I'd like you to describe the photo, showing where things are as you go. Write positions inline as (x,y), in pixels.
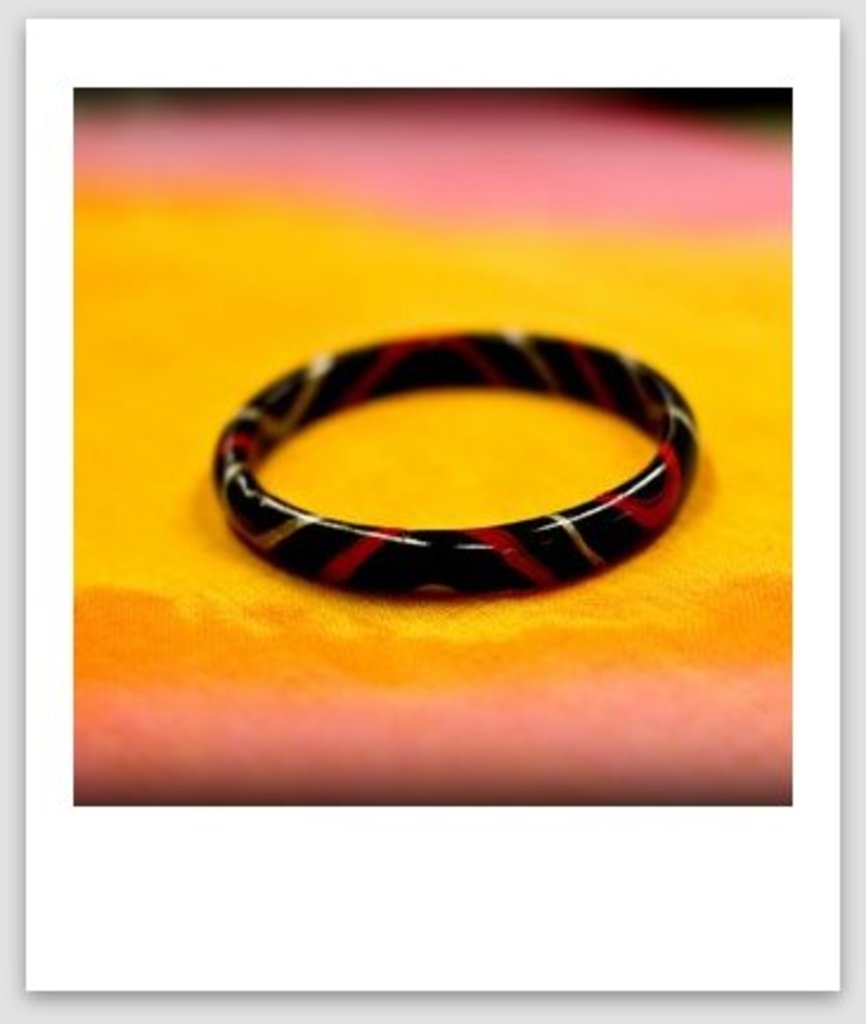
This is an edited image. We can see a bangle (565,548) on the cloth (523,730).
